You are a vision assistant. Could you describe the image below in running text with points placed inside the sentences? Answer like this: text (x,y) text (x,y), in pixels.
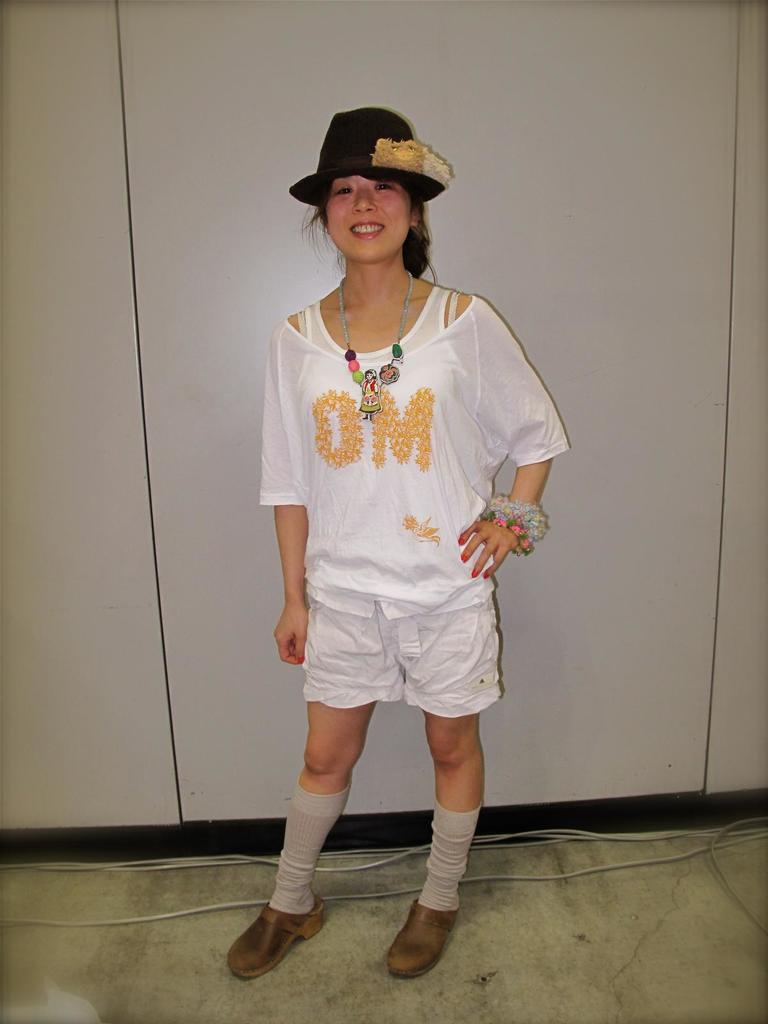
In this picture we can see a woman (312,442) wore a hat (405,151), smiling, standing on the floor (301,960) and in the background (230,805) we can see the wall (694,431), cables (201,864).
